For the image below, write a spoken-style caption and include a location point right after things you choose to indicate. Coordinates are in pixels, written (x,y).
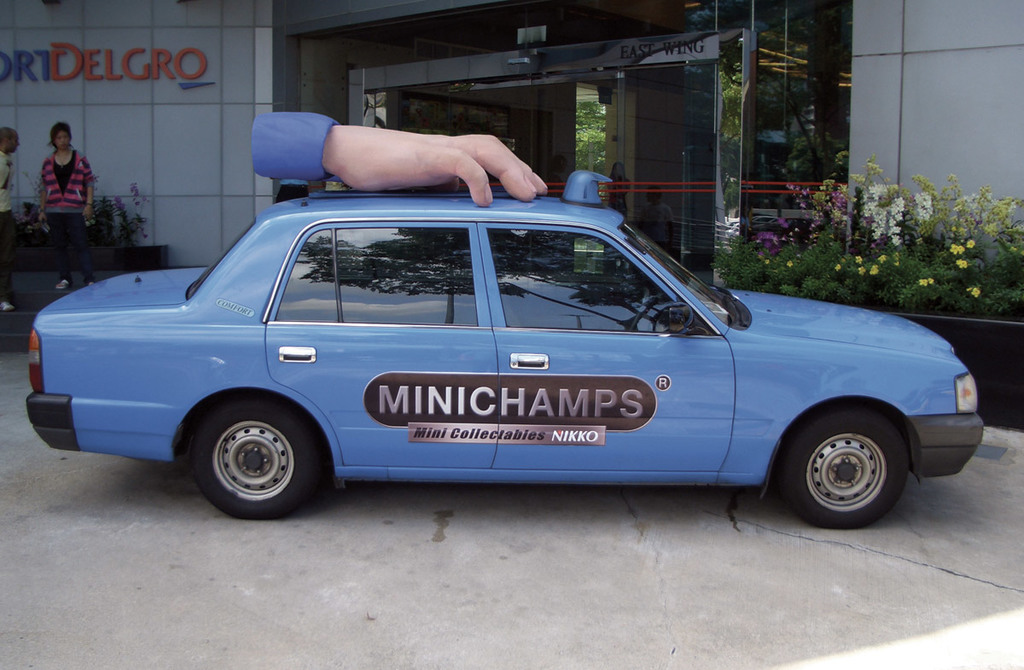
In this image there is a car (294,272) on a road (825,562) on above the car (570,346) there is a hand (379,179), in the background (176,210) there is a building (850,166), to that building (779,65) there is an entrance (622,95), on the right side (800,238) plants (778,240), on the left side (55,206) there are two persons (63,199) standing.
